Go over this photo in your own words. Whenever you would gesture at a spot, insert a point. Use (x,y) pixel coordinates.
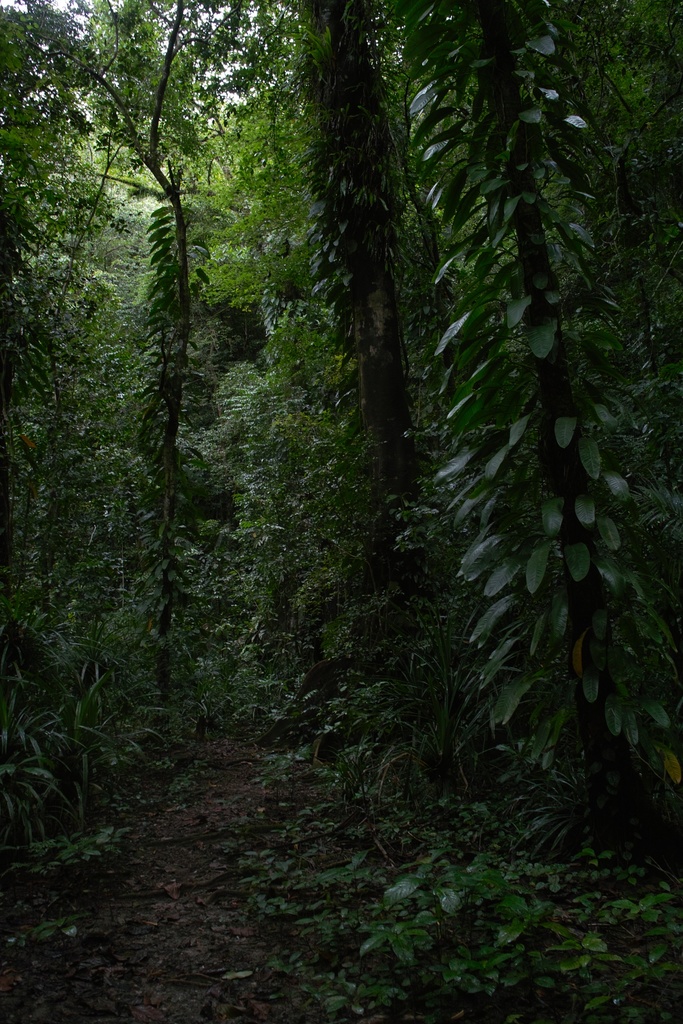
This picture is clicked outside. In the foreground (407,960) we can see the plants (426,849) and the ground (620,946). In the background (407,279) we can see the trees (520,297).
